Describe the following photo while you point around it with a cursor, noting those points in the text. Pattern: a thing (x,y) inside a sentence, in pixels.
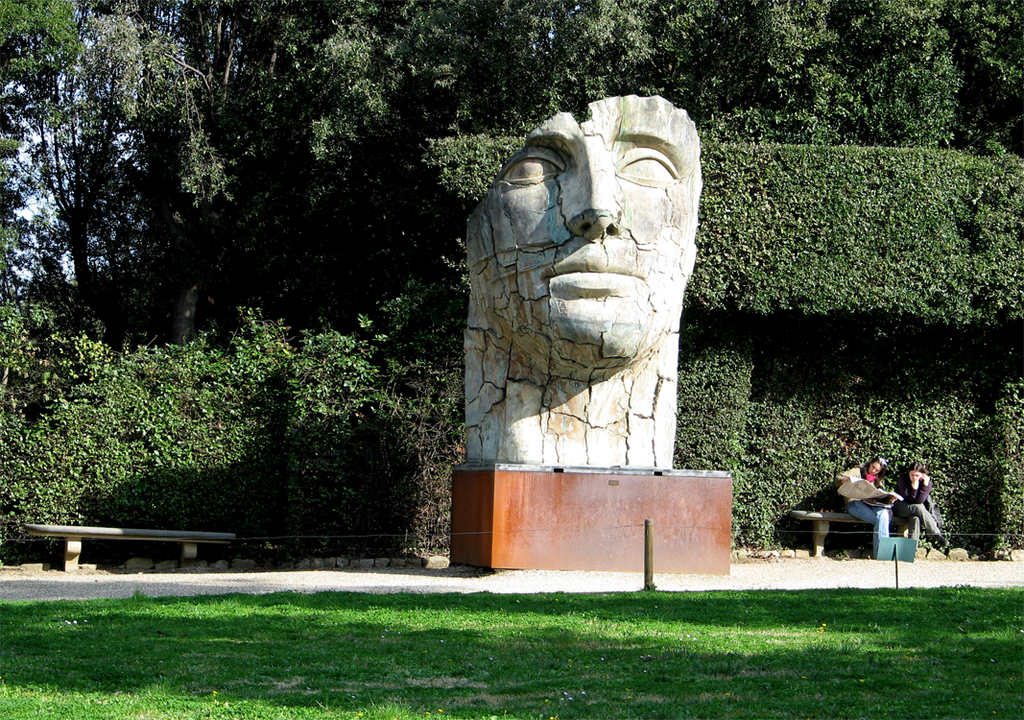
In this image we can see a sculpture (638,410), woman (909,492) sitting on the bench (815,519), grass (592,636), trees (330,102) and sky (13,266).
